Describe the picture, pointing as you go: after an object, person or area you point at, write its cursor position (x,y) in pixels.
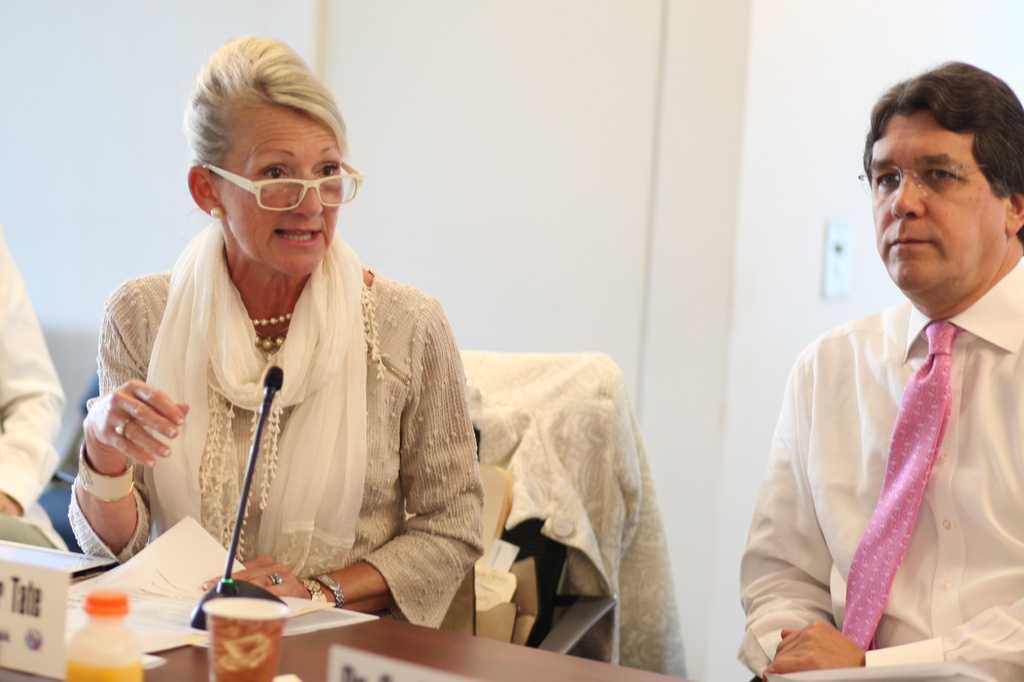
This picture seems to be clicked inside the room. On the right corner (935,217) we can see a person (880,332) wearing white color shirt (847,392), pink color tie (919,463) and sitting. On the left (298,332) we can see a woman (317,365) wearing a dress (385,337), spectacles (262,203), sitting on the chair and holding a paper (199,541) and seems to be talking. In the foreground (437,643) we can see a wooden table (460,643) on the top of which bottle (100,646), glass (211,650), papers (184,596), microphone (274,374) and some other objects (61,582) are placed. In the background (57,324) we can see the wall (87,112) and some other objects (66,397). On the left corner (35,456) we can see a person (35,392).
